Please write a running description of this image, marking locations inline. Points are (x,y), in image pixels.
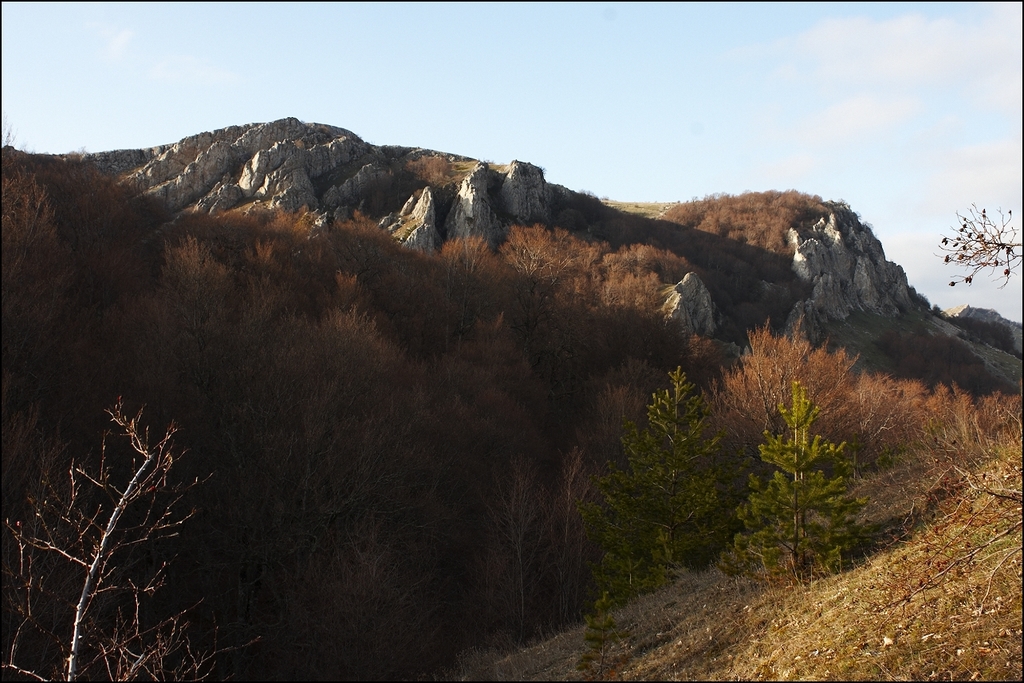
In the image there is a hill (464,348) and around the hill (876,292) there's a lot of dry grass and trees (295,501).
